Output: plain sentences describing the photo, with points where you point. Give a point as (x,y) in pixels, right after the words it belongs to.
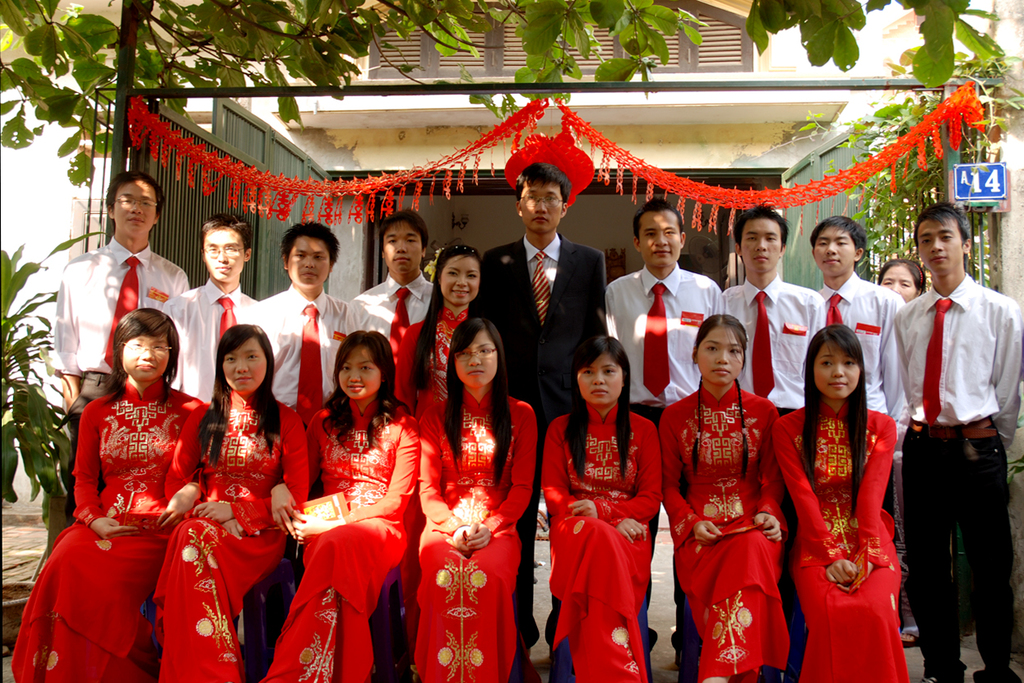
As we can see in the image there are group of people (479,367). The women (342,417) are wearing red color dresses (392,496) and men (74,461) are wearing white color shirts (954,332). The man (584,285) standing in the middle (536,366) is wearing black color jacket (562,309). There are plants (1,411), tree (953,42), fence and building (764,100).
